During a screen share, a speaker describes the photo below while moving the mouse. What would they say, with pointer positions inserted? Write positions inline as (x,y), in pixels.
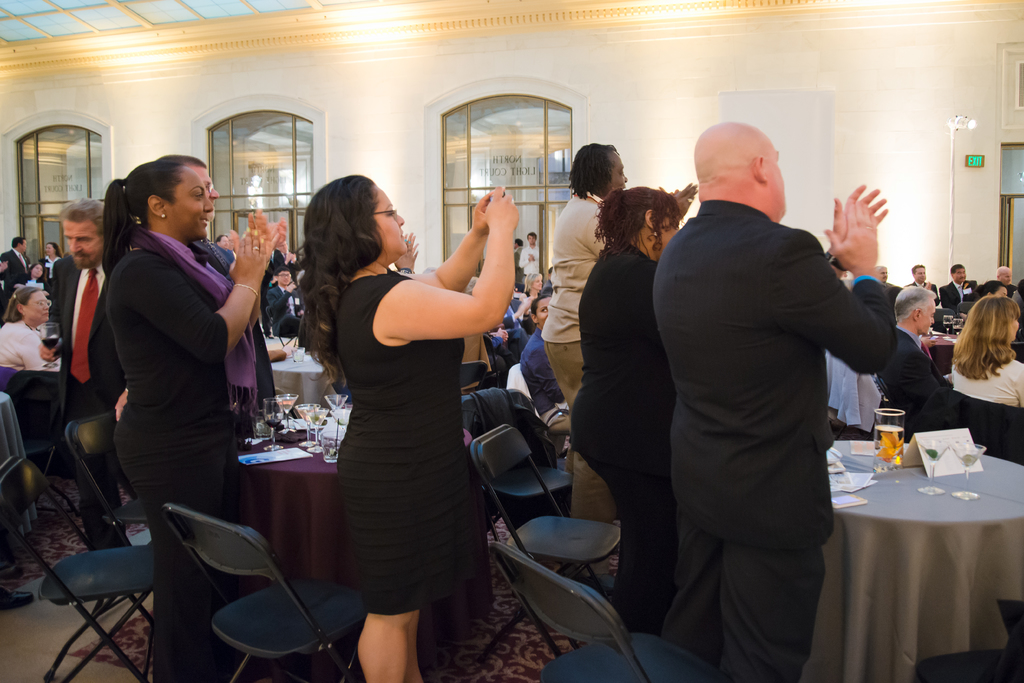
In this picture I can observe some people (364,311). There are men (782,349) and women (507,274) in this picture. In the background (478,97) I can observe wall (453,85).
